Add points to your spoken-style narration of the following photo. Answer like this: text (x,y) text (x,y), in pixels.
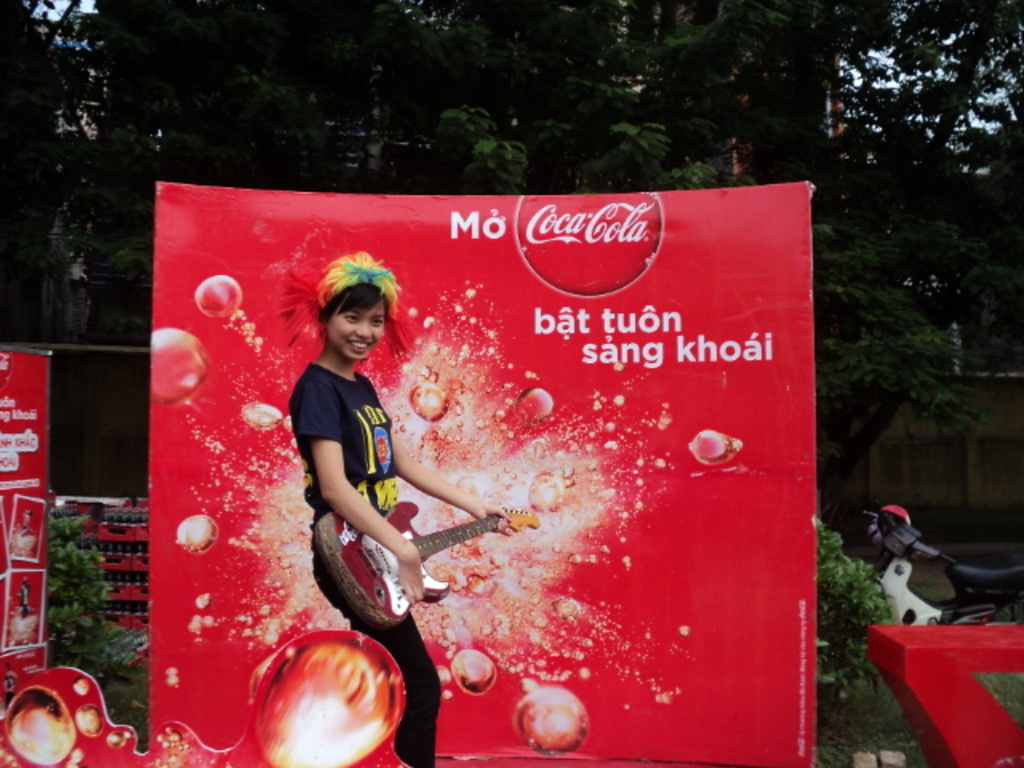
In this image there is a person (388,492) holding a guitar (366,542). She is standing. Behind there is a banner (382,376) having some text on it. Left side (118,614) there are baskets (115,594) having bottles (119,579). Before it there are plants (85,602). Left side (19,575) there is a banner (9,394). Right side (932,675) there is an object (930,649). Behind there is a plant (845,613). There is a vehicle (901,573). Background there are trees (953,141) behind there are buildings (929,447).
